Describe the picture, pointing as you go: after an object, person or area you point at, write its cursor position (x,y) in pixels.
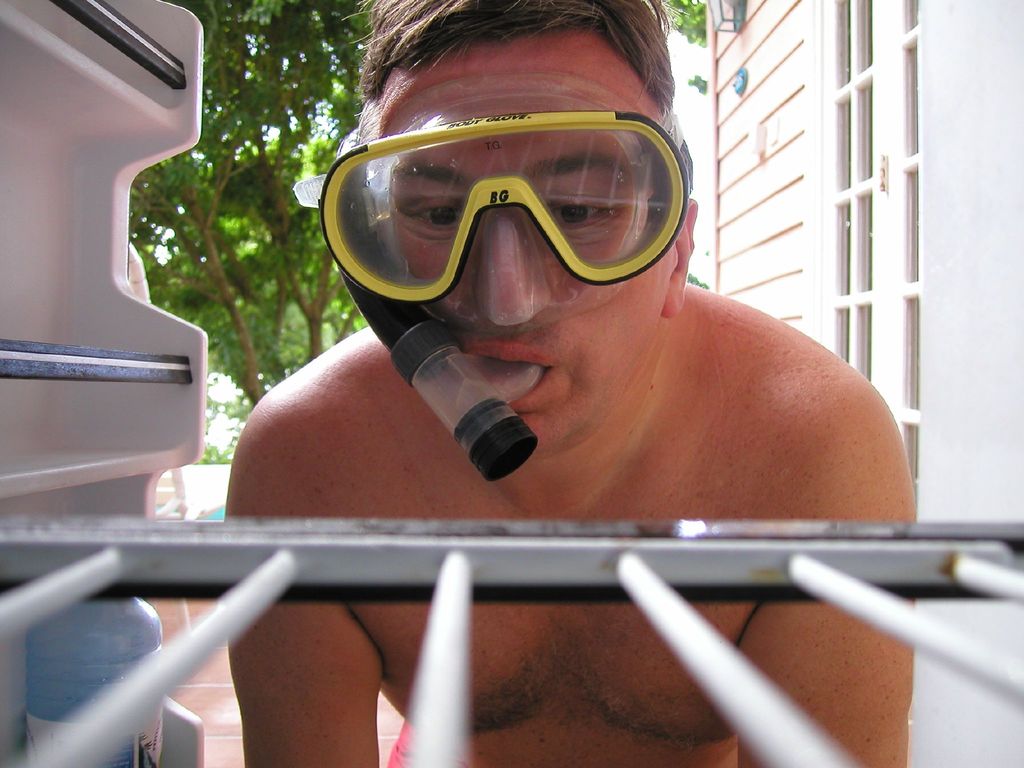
There is a person (724,451) without having a shirt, wearing a snorkel mask (625,132) and snorkel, near a refrigerator (152,314), which is opened. In front of him, there is a shelf (766,599) of refrigerator (208,644). In the background (850,341), there are trees (307,79), building (729,101) and other objects (208,480).
